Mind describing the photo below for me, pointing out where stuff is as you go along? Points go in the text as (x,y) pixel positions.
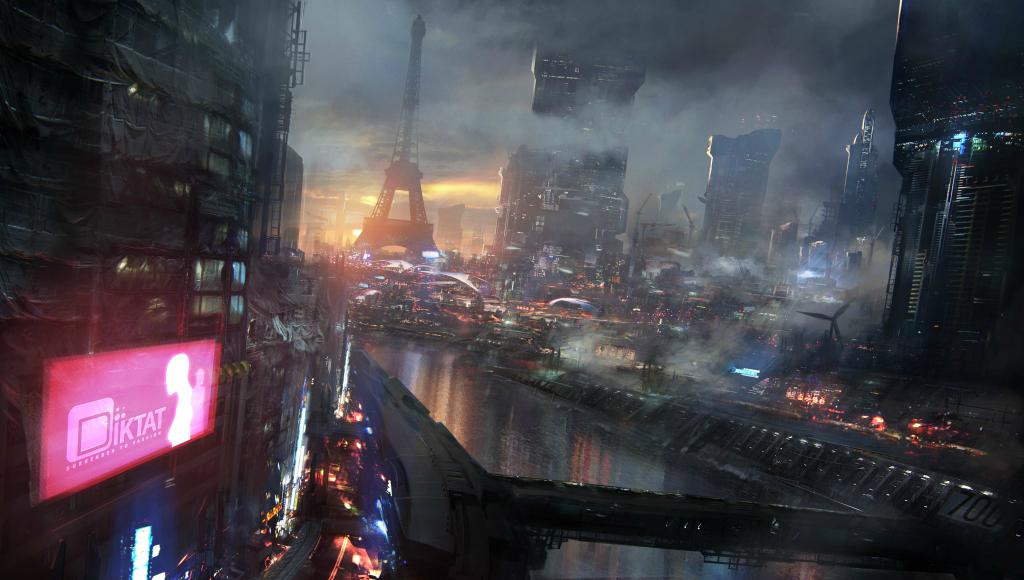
In this picture there are skyscrapers (19,289) and lights (472,303) in the image and there is a poster (63,473) on the left side of the image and there is a tower (421,238) at the top side of the image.
